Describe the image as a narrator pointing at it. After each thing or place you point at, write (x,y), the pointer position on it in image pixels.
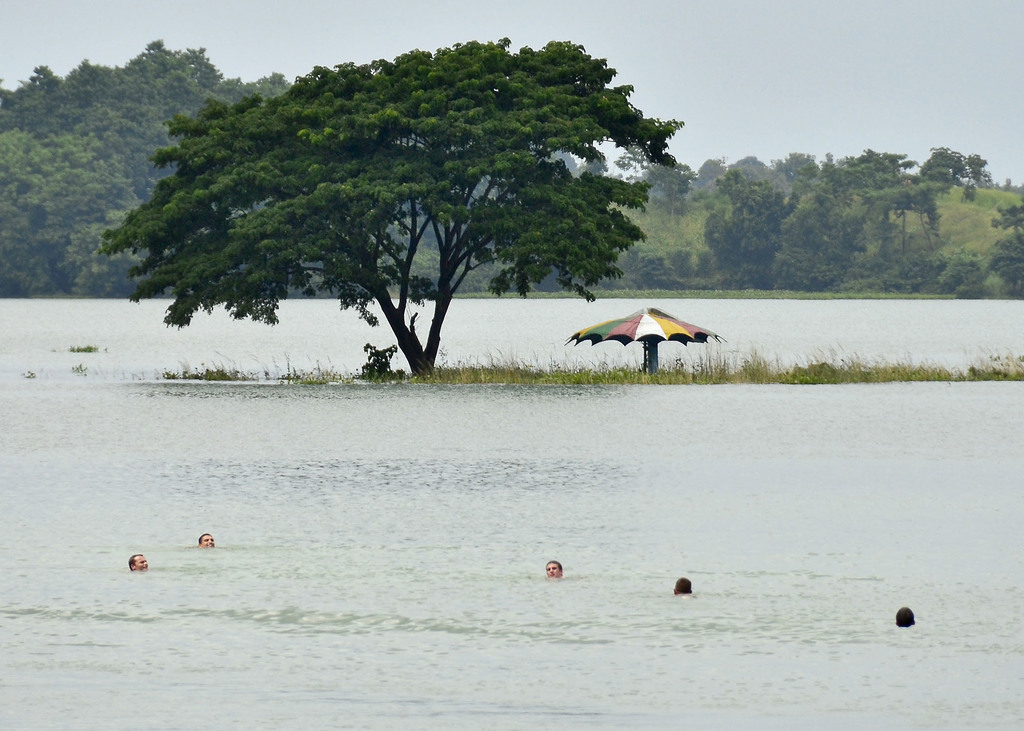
As we can see in the image there is water (562,514), an umbrella (649,332), grass (643,371), few people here and there, trees (217,219) and sky (719,151).
